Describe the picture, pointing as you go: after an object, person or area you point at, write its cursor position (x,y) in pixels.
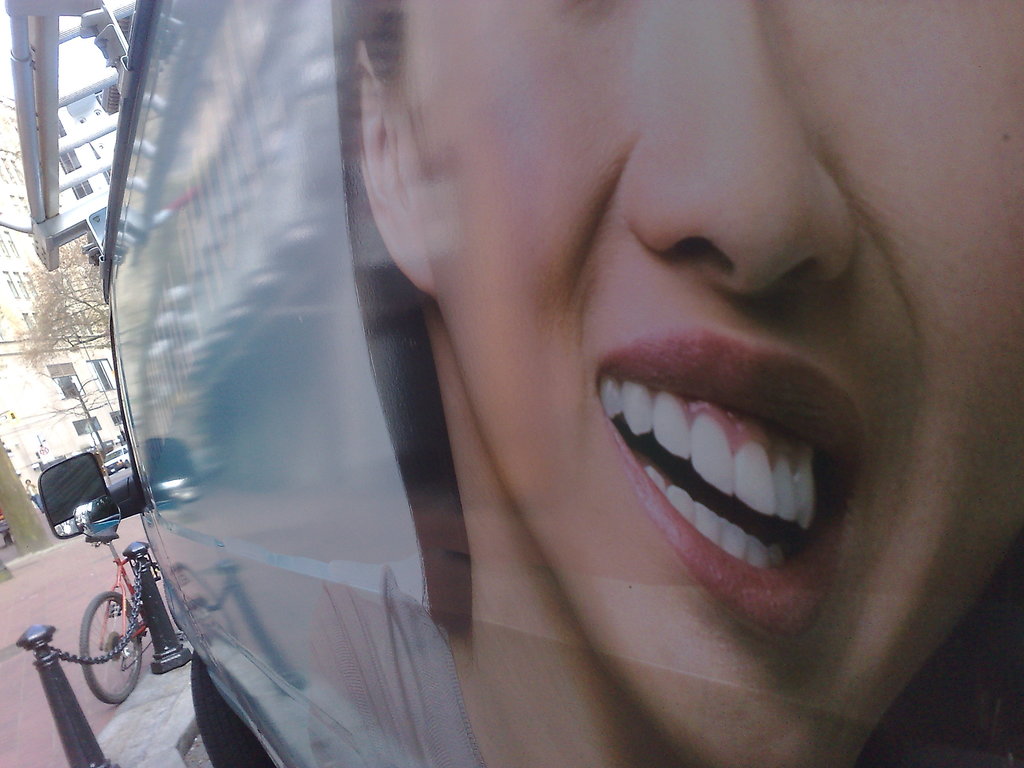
In this image I can see a vehicle (202,399) which is white in color and on the vehicle (209,368) I can see the painting (639,76) of the person (472,734). In the background (69,445) I can see the side mirror (90,487) of the vehicle (76,487), few black colored poles (77,750), a bicycle (110,602) which is red in color, a tree (64,290), few other vehicles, few building (70,432) and the sky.
